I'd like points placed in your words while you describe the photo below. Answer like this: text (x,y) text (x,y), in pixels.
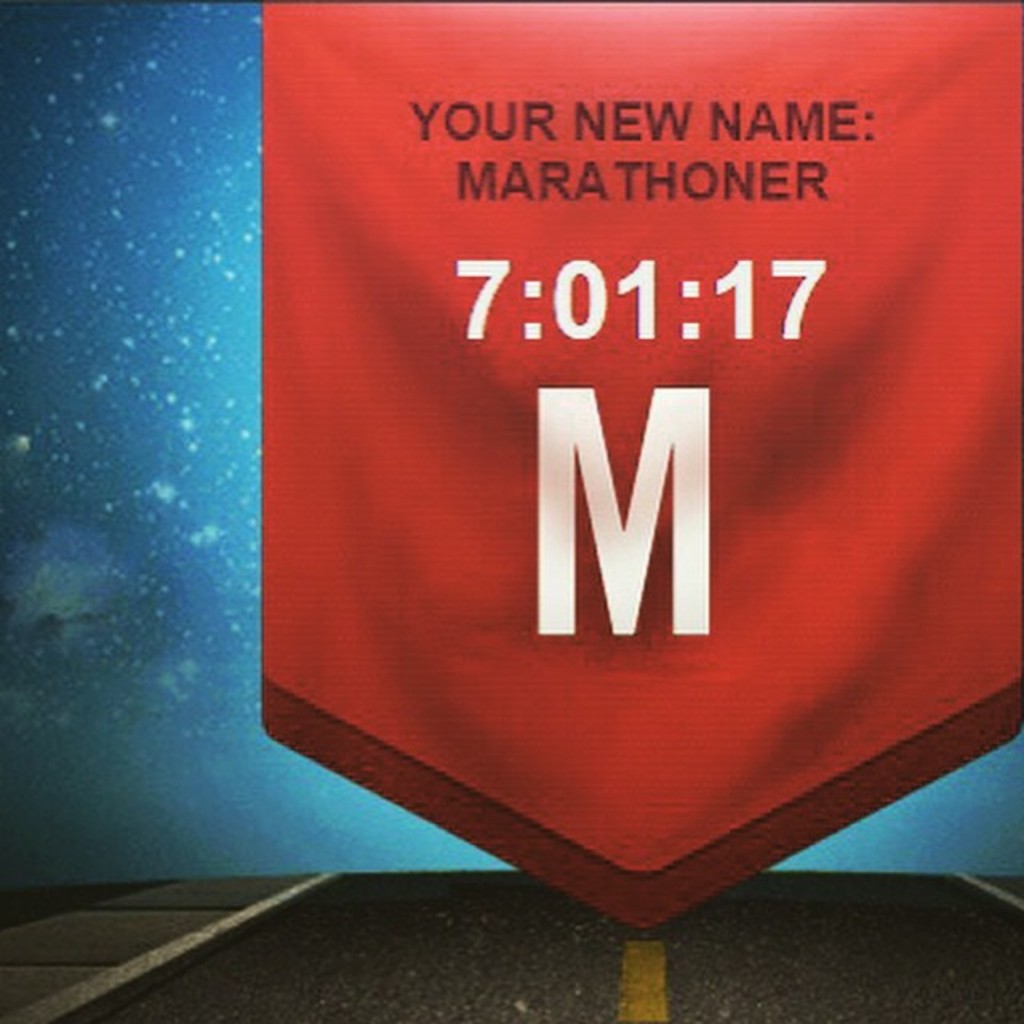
In the center of the image (408,511), we can see a flag (484,671) and at the bottom (342,919), there is road (430,943) and the background (141,473) is in blue color.
